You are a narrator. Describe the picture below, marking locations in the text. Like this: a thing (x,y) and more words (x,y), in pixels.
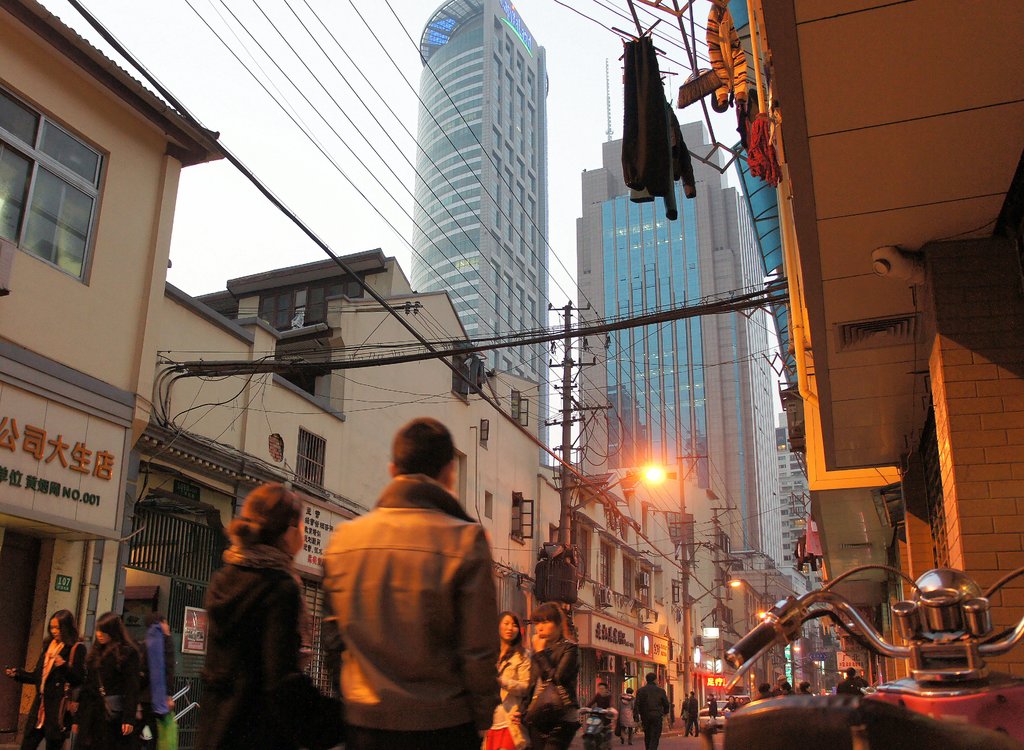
In this image there are group of persons (435,698) walking on the road (681,738), there are vehicles (596,708) on the road (692,732), there are wires (518,344), there are poles (564,516), there is a streetlight (656,478), there are buildings (225,395), there is a sky (329,115), there are clothes (648,90) hanged.
